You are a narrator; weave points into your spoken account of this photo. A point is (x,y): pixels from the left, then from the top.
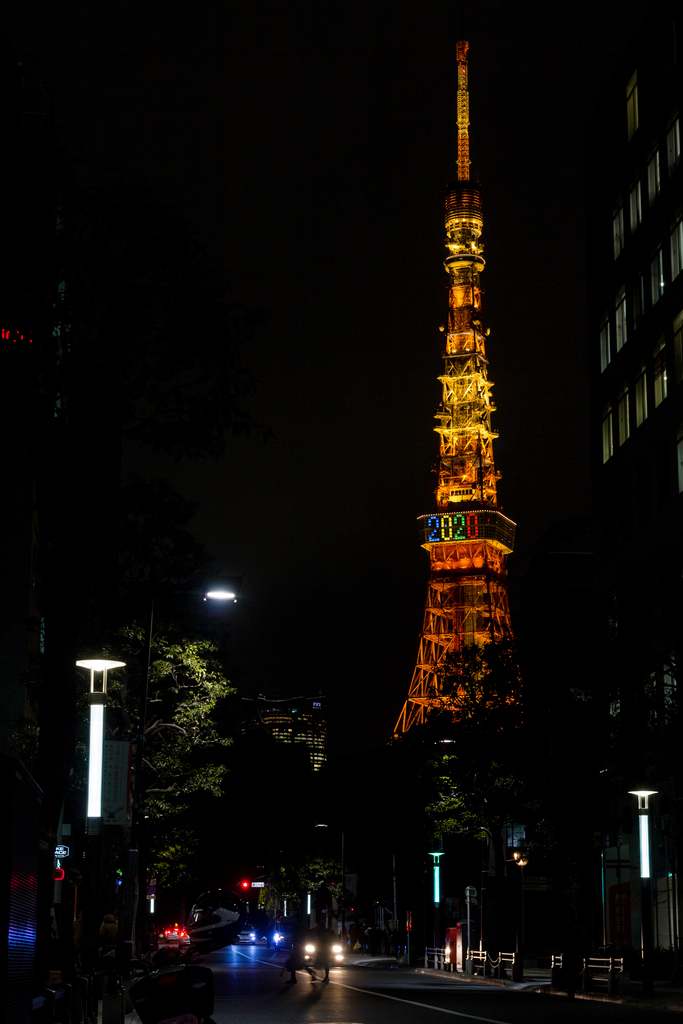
In the image we can see a tower (506,548), trees (156,714), buildings (639,353) and a dark sky (298,336). We can even see there are vehicles (195,964) on the road (319,989).
